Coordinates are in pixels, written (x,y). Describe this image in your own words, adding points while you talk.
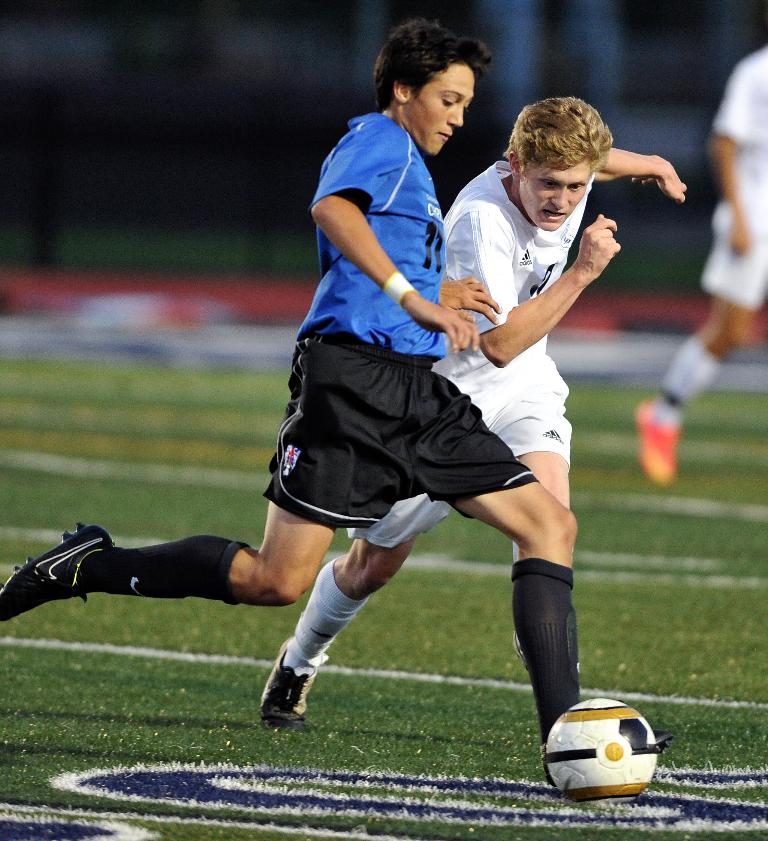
This picture shows two players (566,526) playing football (627,708) on the green field (211,794) and we see a man (749,76) running on the side.
